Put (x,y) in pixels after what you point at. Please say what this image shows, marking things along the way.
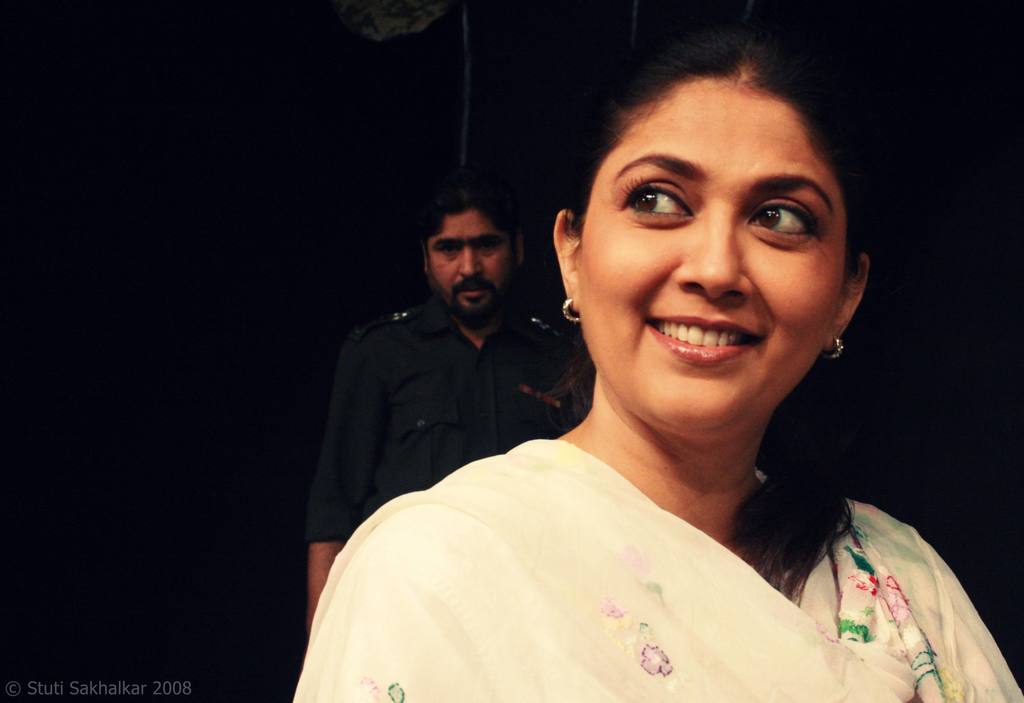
In this image we can see a woman (680,571) and she is smiling. There is a dark background (63,129) and we can see a man (403,340). At the bottom of the image (104,683) we can see a watermark (89,684).
